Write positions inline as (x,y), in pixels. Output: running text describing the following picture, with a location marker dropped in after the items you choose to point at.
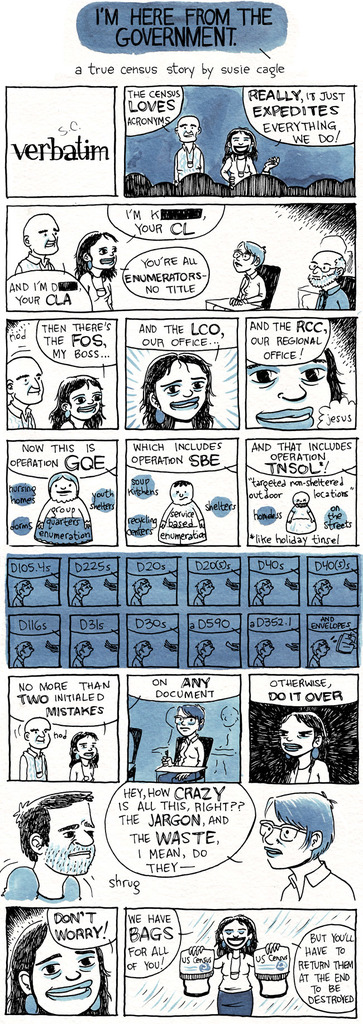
In the picture I can see cartoon images of people (46,237) and some other things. I can also see something written on the image.
